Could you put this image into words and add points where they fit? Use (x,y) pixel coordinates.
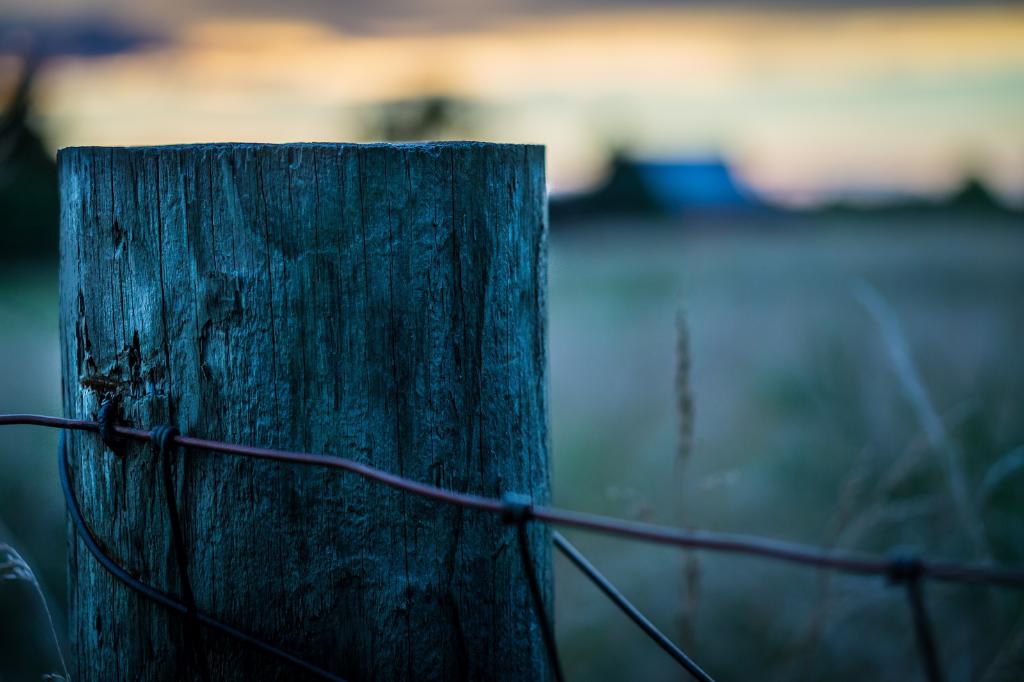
In this image we can see a wooden pole (505,374). We can also see a wire (915,562) and the background (825,51) is blurred.
